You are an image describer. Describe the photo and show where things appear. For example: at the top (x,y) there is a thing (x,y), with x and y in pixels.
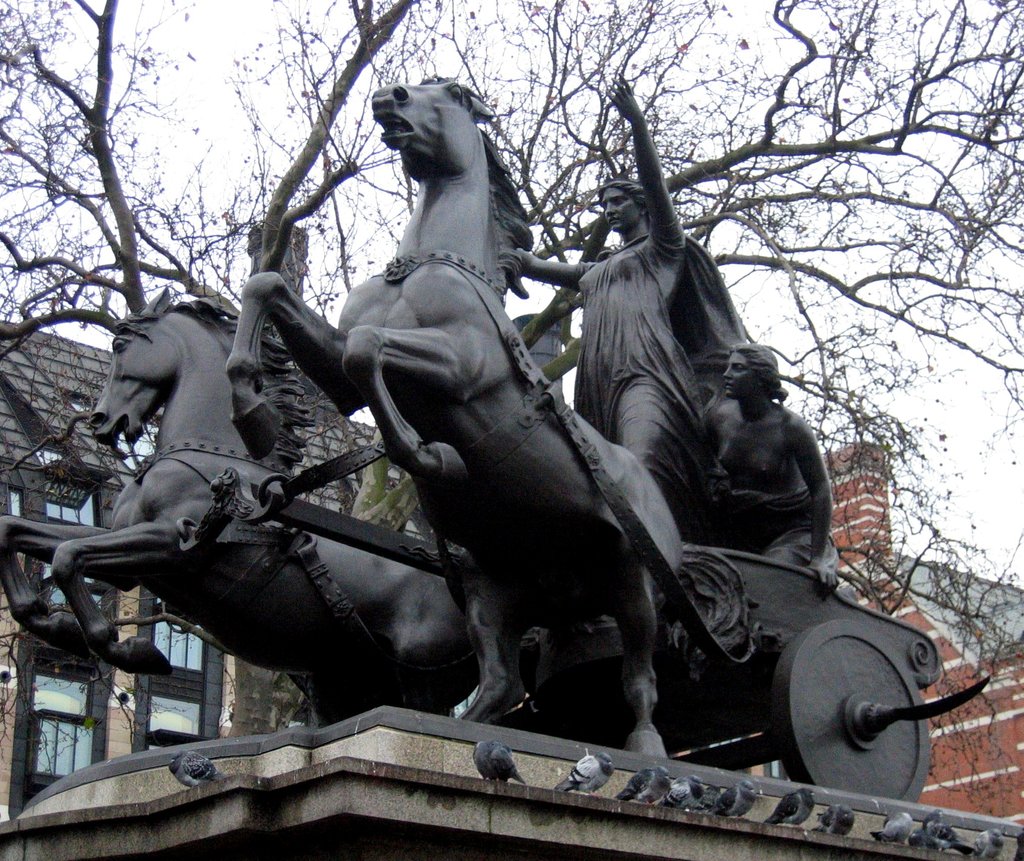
In this picture there is a statue (596,377) of two women (640,131) in a chariot (926,638) pulled by two horses (313,596) and in the backdrop (959,650) the buildings (955,614) tree (859,330) and sky (863,369).
